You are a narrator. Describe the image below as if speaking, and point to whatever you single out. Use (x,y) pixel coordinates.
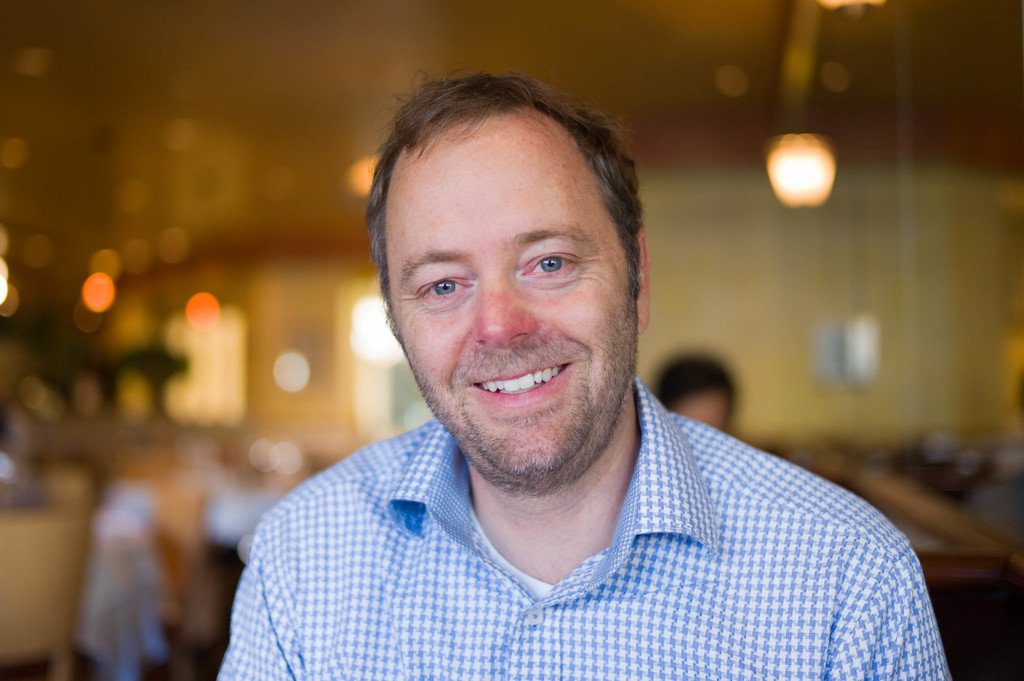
We can see a man (463,373) is smiling. In the background (282,175) the image is blur but we can see lights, wall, a person head (723,404) and other objects (142,501).
